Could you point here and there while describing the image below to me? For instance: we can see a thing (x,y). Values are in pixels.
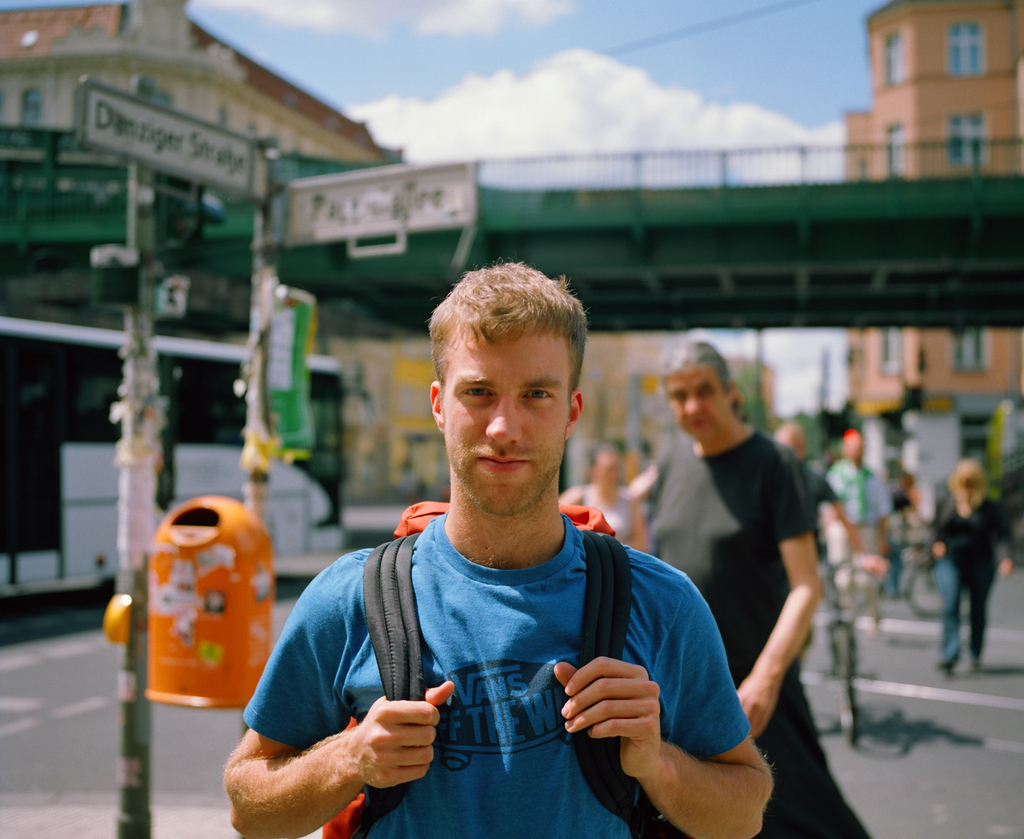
In this image I can see vehicles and a group of people (433,554) on the road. In the background (642,302) I can see poles (270,283), board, bridge (606,264), buildings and the sky (670,5). This image is taken may be during a day.
